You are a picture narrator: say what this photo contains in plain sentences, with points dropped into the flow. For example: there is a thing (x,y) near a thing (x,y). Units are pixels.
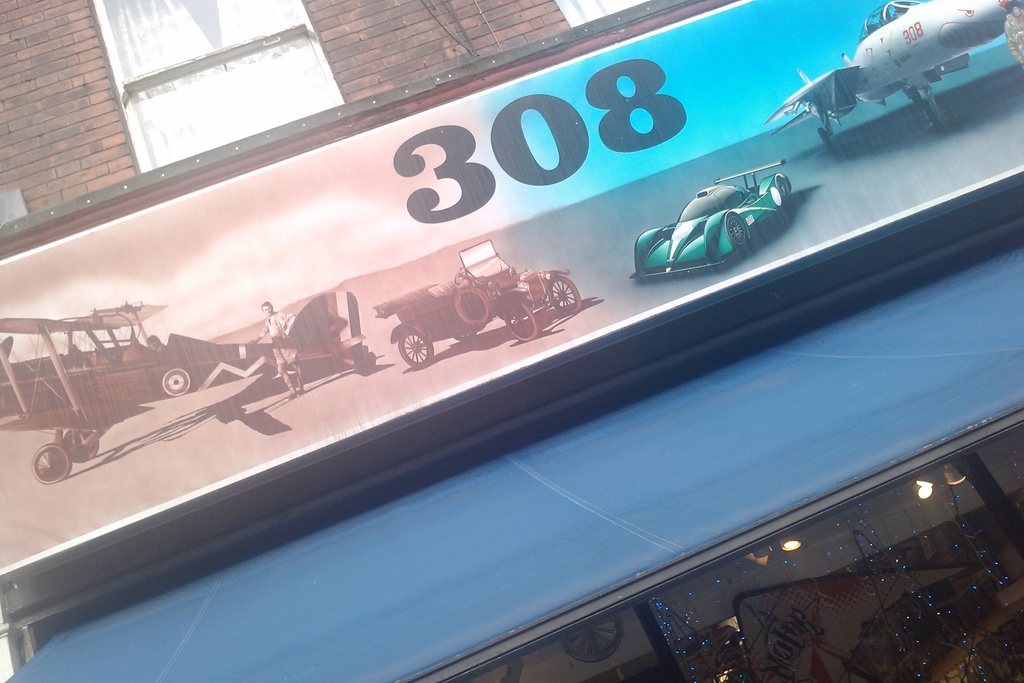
In this image I can see a building (128,80) which is brown in color and a board (319,191) in which I can see two cars (416,325) and two aircrafts (956,18) and a person (269,306) standing. To the bottom of the image (828,657) I can see two lights (950,472) and few other objects (805,656).
